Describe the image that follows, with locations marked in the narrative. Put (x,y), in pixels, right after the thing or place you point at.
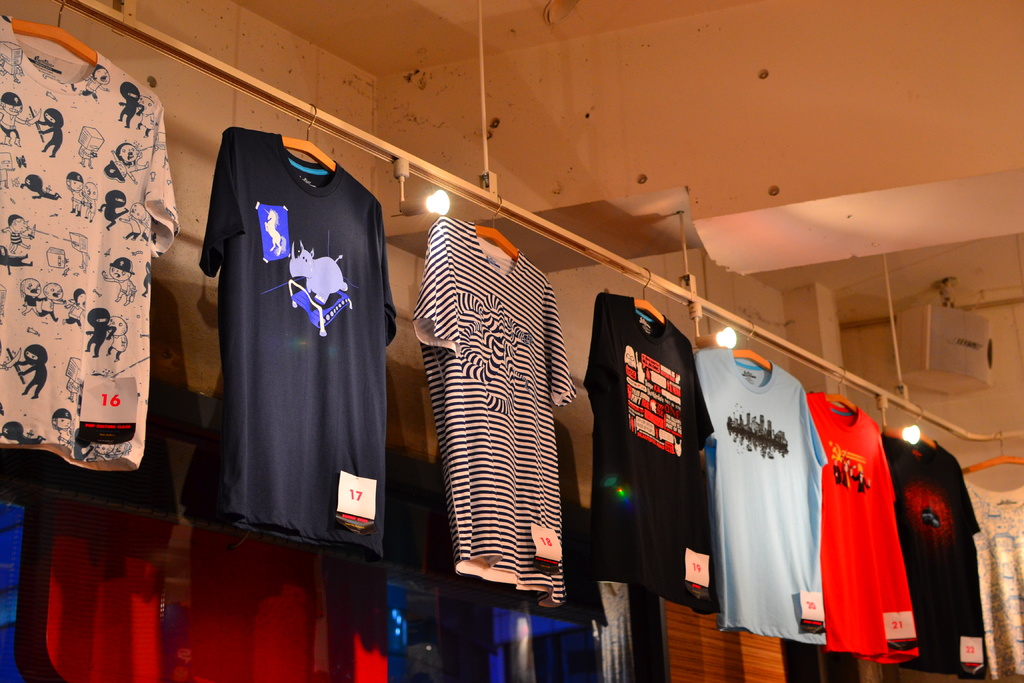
In this picture we can see few t-shirts (479,472) in the front (725,419), in the background (505,147) there is a wall (466,84) and three lights (917,437).
